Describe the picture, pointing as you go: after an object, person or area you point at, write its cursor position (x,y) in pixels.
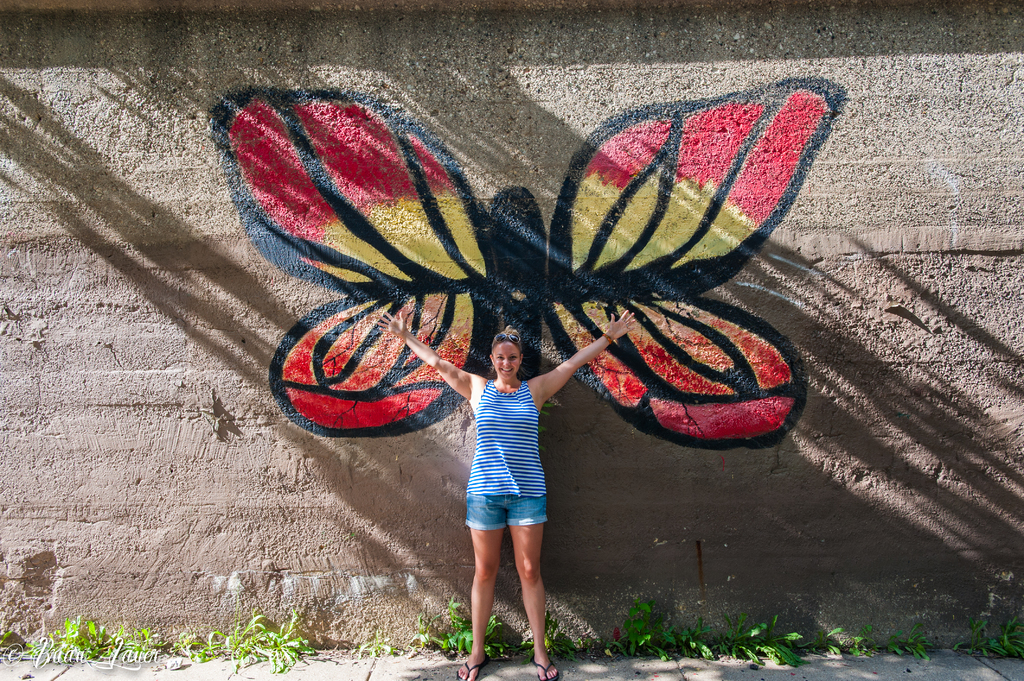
In this image, we can see a woman (526,580) is standing. She is smiling and raising her hands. At the bottom of the image (203,668), there is a walkway (500,657), plants (437,638) and watermark (48,657). Background (297,376) we can see painting (457,232) of a butterfly (495,266) on the wall (975,433).
